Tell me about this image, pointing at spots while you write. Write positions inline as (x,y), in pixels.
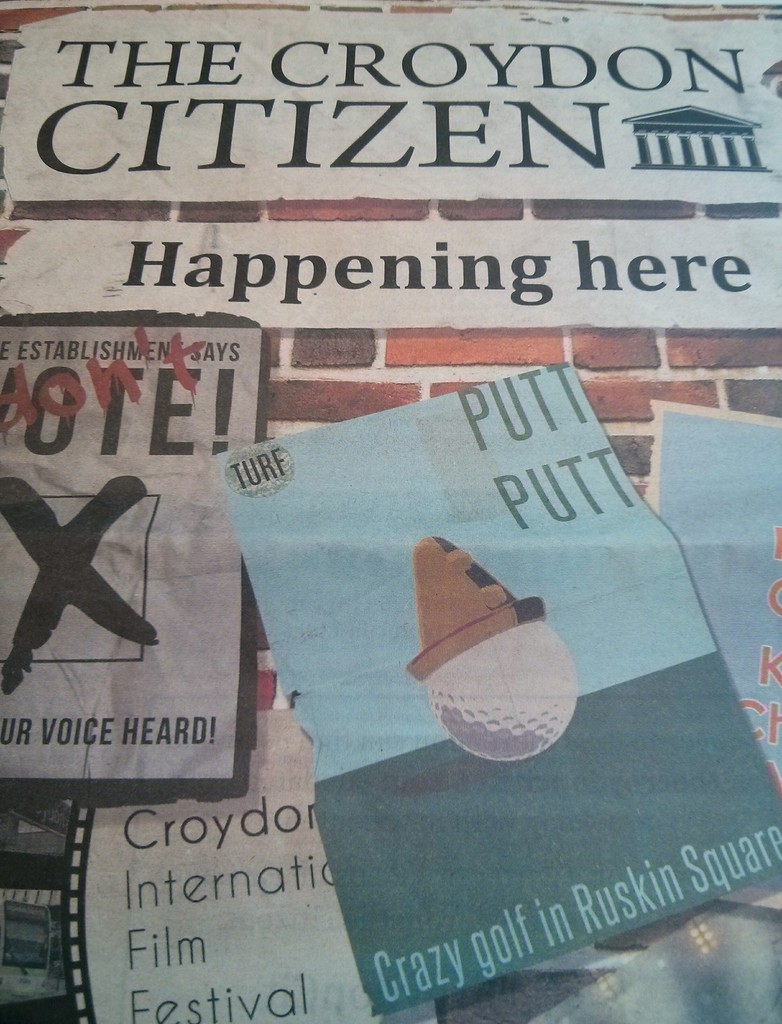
In this picture I can see there is a newspaper (405,608) and there is something written on it.
